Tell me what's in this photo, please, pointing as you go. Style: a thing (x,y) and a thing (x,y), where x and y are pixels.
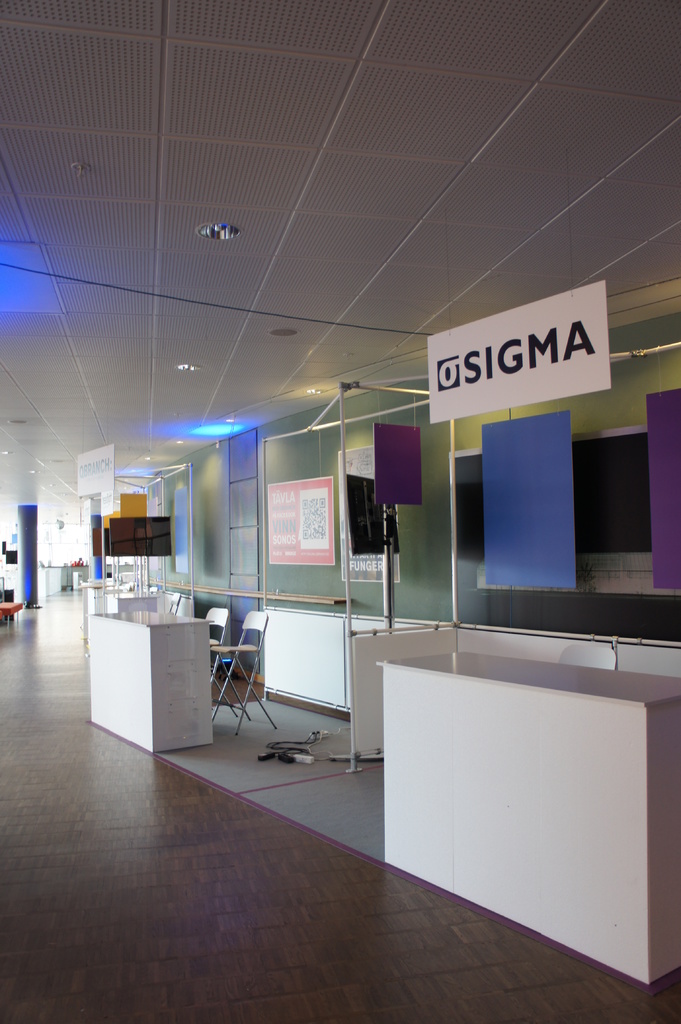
There is an office space sigma (432,428). We can see white color tables (390,715) at right side (472,707) and we can see glass walls (405,594) at the right side (476,555). On the left side (36,630), we can see the blue color pillar (32,528) and brown color flooring (180,832) and white color plastering (280,167) on the top (234,204).
